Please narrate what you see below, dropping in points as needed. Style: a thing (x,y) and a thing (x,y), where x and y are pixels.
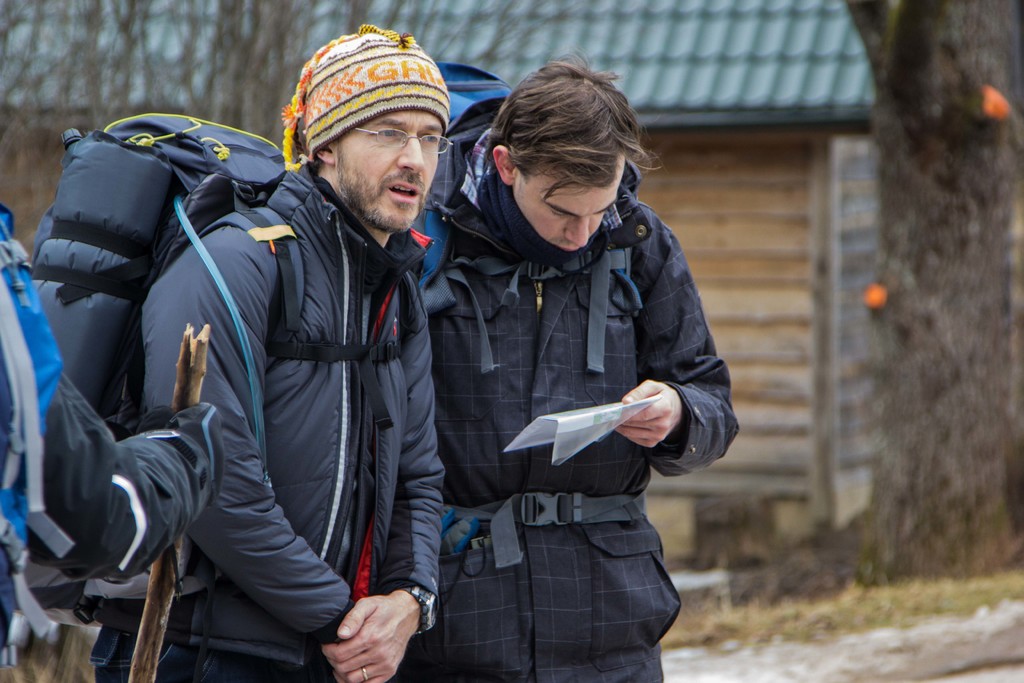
2 people (440,384) are standing. the person (608,317) at the right (714,397) is reading. behind him there is a room (768,120) and trees (923,101).
